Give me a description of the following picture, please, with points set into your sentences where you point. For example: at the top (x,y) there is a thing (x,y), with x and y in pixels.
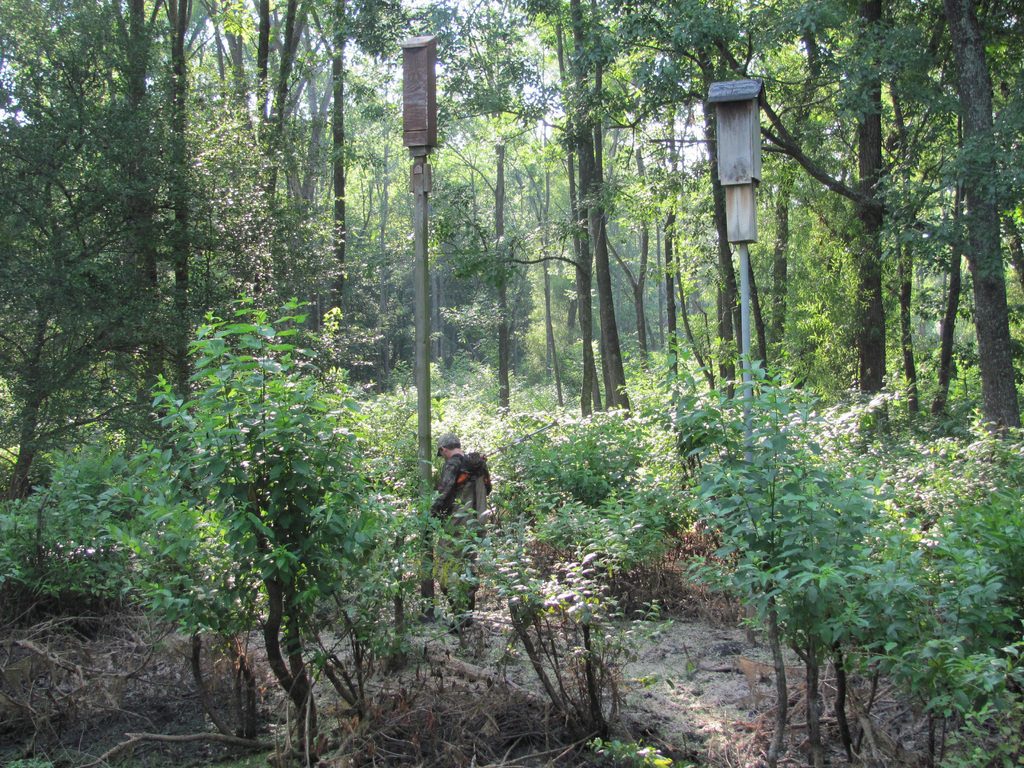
In this image we can see a forest (658,198) with so many trees (232,178) and plants (668,519). There are two poles (418,226) and one person (440,489) is standing near to the pole (422,241).
